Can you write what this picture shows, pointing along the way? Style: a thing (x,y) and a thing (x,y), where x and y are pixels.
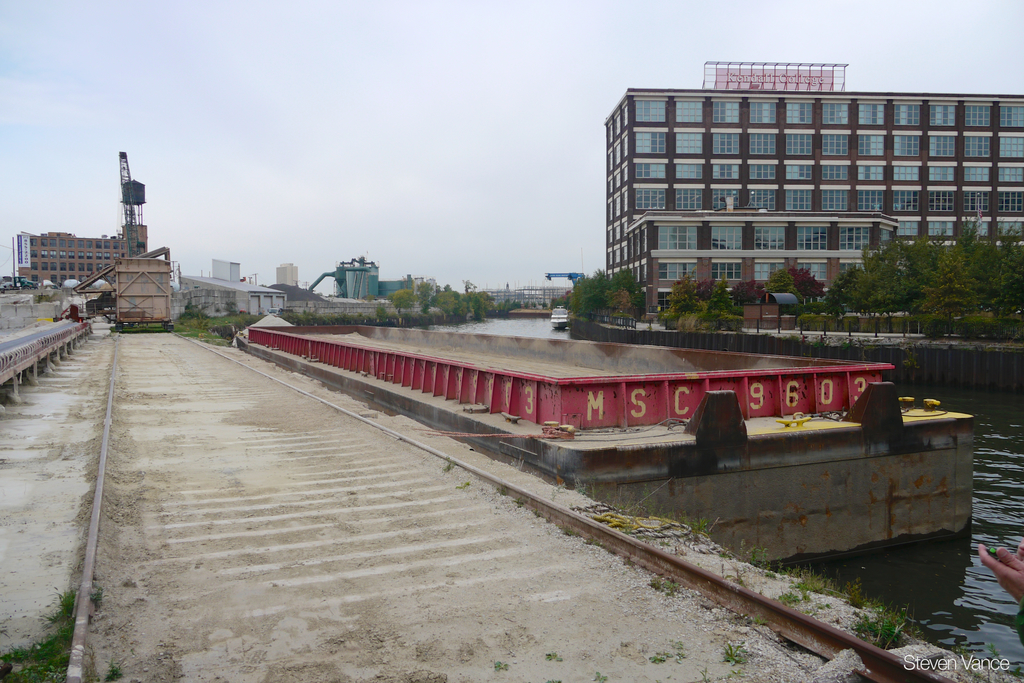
In this image I can see the track (326,530). To the right (830,570) I can see the human hand (1013,575) and the water (963,552). I can also see many trees (665,310). In the background (136,321) I can see the vehicle (121,313), many buildings (665,226) and the sky (284,167).
